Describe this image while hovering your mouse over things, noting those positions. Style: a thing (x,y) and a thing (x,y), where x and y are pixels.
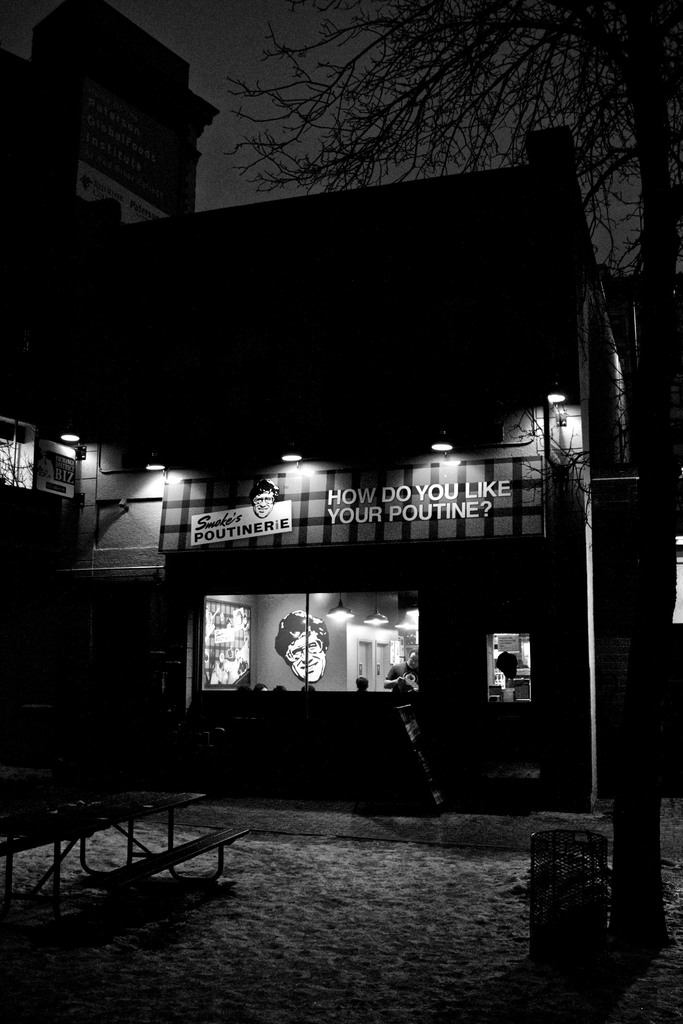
This image is taken outdoors. This image is a black and white image. This image is a little dark. At the top of the image (295,72) there is the sky (334,90). On the right side of the image (633,785) there is a tree (645,800). In the middle of the image (262,606) there are two buildings (126,294). There are many boards (444,522) with text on them. On the left side of the image (141,803) there is an empty bench (57,843) on the ground (219,968).
